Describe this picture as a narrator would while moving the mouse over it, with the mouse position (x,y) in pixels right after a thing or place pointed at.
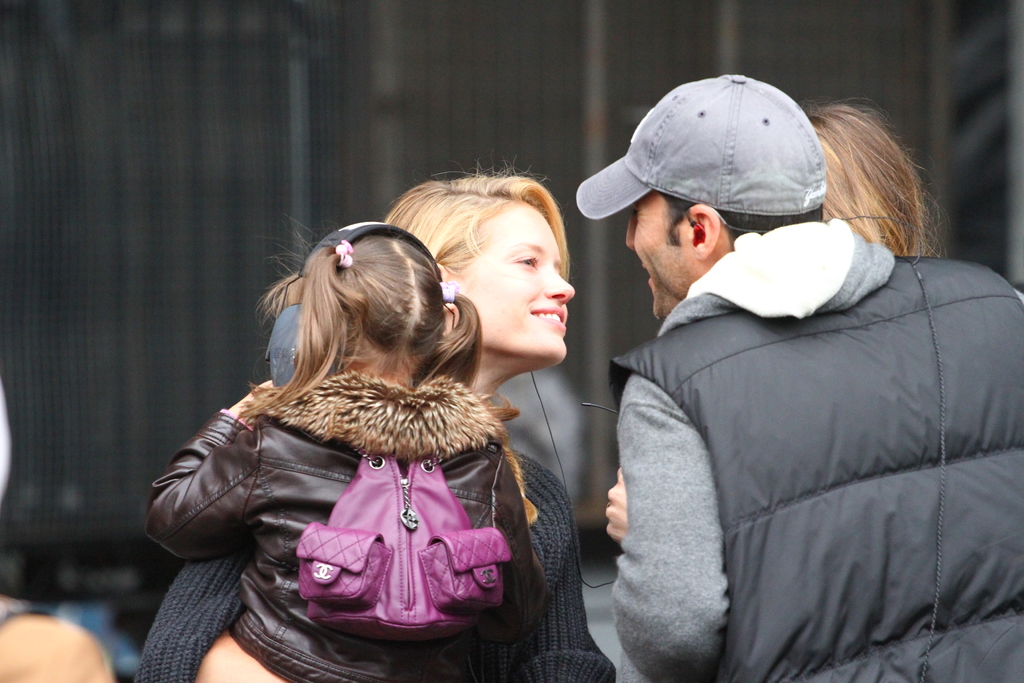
In this image we can see some people (397,400) standing. In that a woman (508,308) is carrying a child (519,577).
